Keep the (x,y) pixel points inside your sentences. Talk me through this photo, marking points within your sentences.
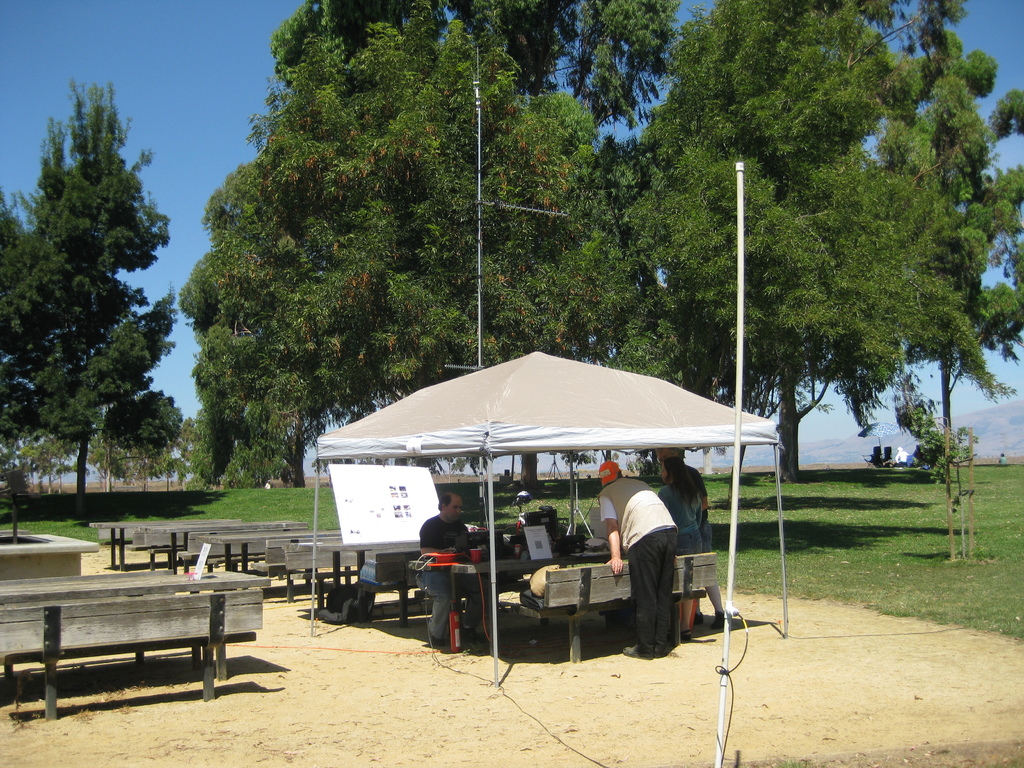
In this image I can see a tent (444,411) and few trees (449,212) on the ground (917,517). Here we have few people (619,536) among them two men (625,531) are standing and one man (438,538) is sitting on a chair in front of the table (524,561). Here we have few benches (191,586) on the ground (138,567).
